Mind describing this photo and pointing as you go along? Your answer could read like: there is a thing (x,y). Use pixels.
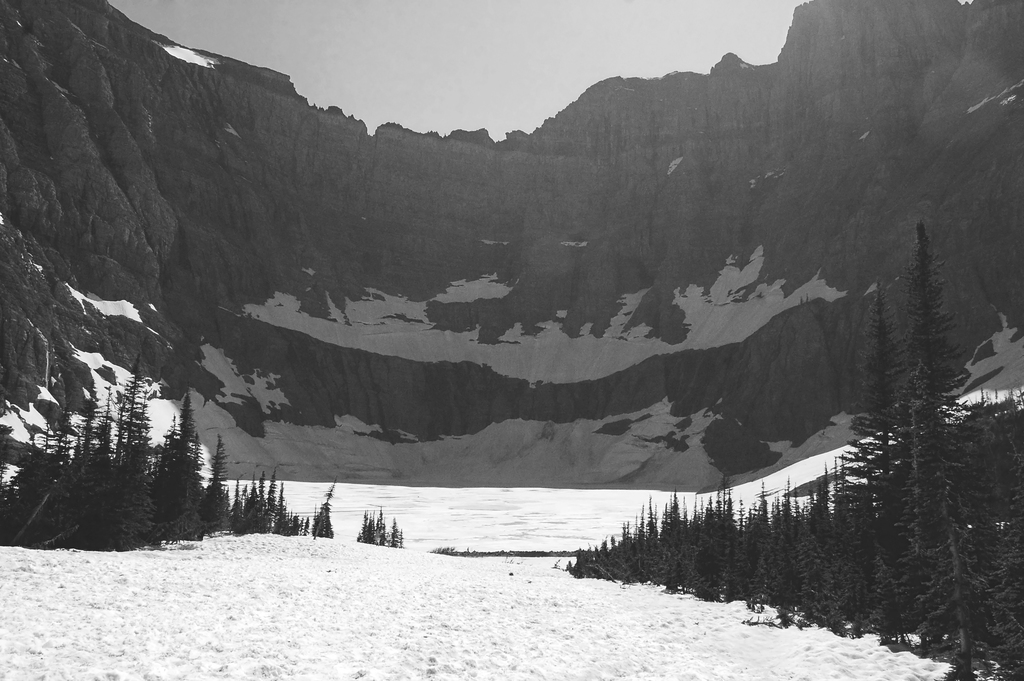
In this picture I can see there is snow (468,619) and there are plants (58,488), trees (67,501) and the sky (460,65) is clear.
